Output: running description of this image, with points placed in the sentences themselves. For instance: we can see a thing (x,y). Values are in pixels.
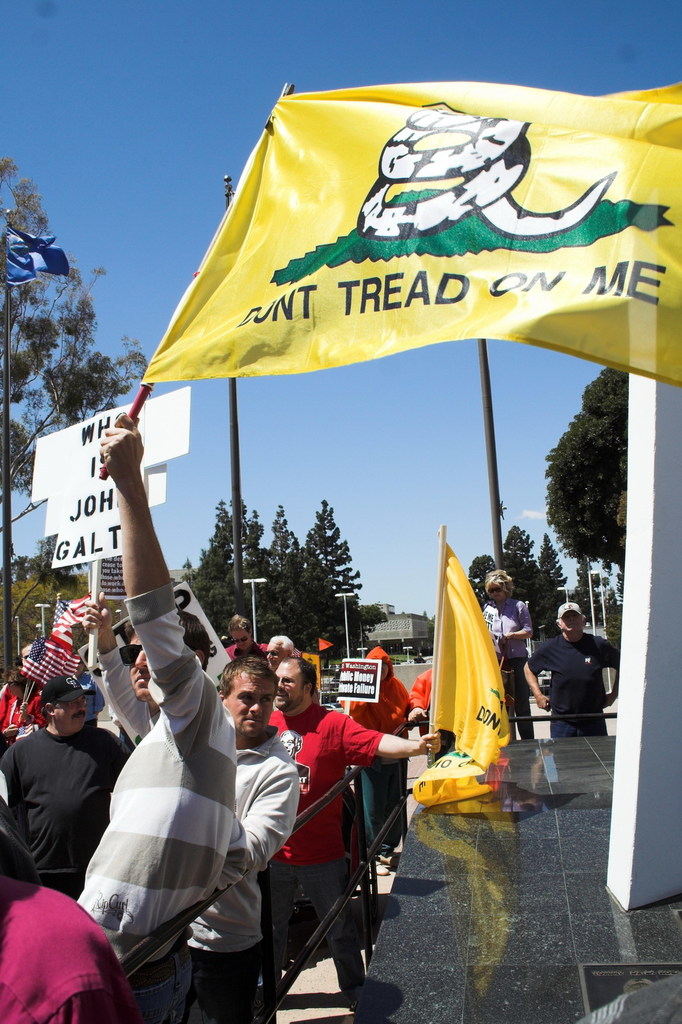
In this image we can see a group of people (298,683) standing on the ground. In that some are holding the flags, a board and a banner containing some text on them. We can also see the flag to a pole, street poles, metal fence (367,904), a wall (438,832), some trees (295,632), a building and the sky (404,512).
